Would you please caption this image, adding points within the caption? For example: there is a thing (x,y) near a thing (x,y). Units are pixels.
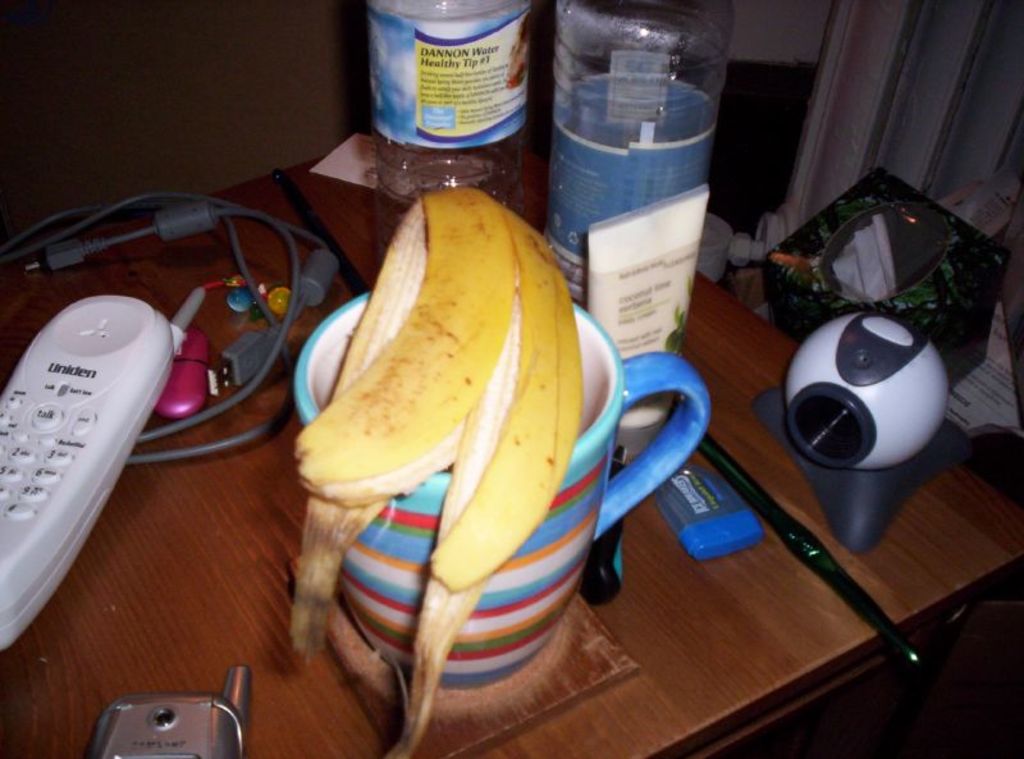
This picture there is a cup (402,638), device (960,443), remote (5,415), cable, cell phone (103,755), bracelet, banana peel (353,503) and box (893,275) and there are bottles (581,136) on the table (663,610). At the back (176,101) there is a wall (195,94).
